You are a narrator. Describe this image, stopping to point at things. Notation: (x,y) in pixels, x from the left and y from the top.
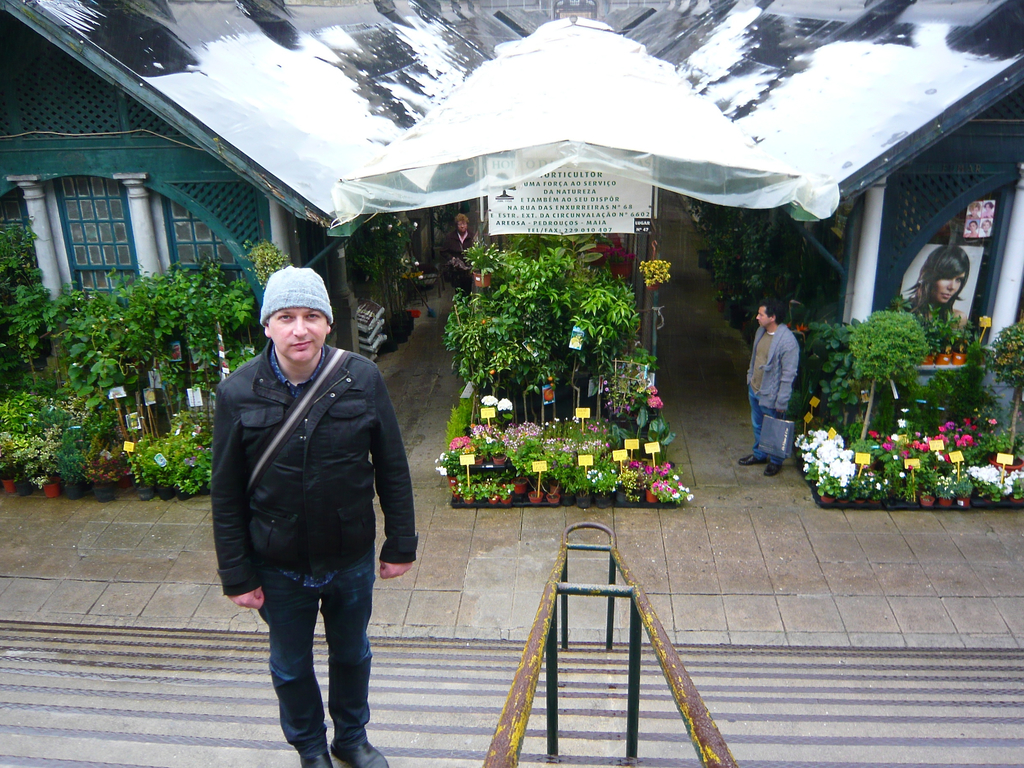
There are two men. Here we can see plants (560,450), flowers (925,436), and posters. There is a board (604,225). In the background (301,215) we can see houses (884,240).
